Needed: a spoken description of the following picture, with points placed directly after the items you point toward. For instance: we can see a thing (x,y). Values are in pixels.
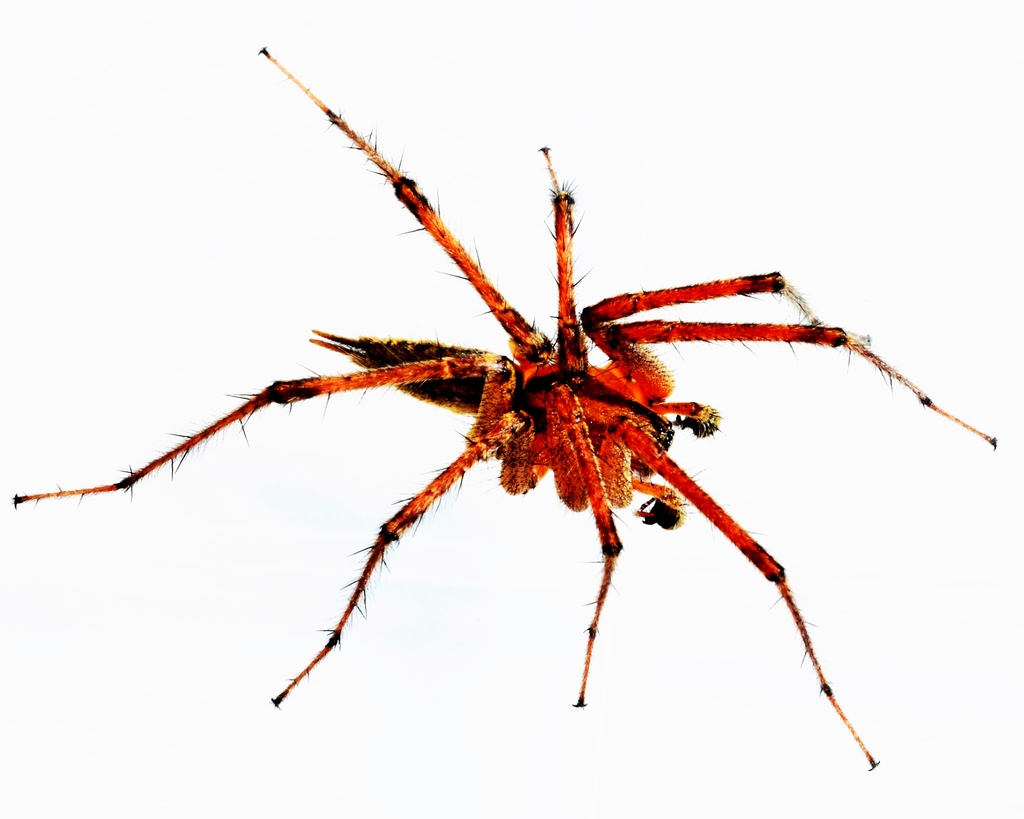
In this image there is a spider (639,386).
